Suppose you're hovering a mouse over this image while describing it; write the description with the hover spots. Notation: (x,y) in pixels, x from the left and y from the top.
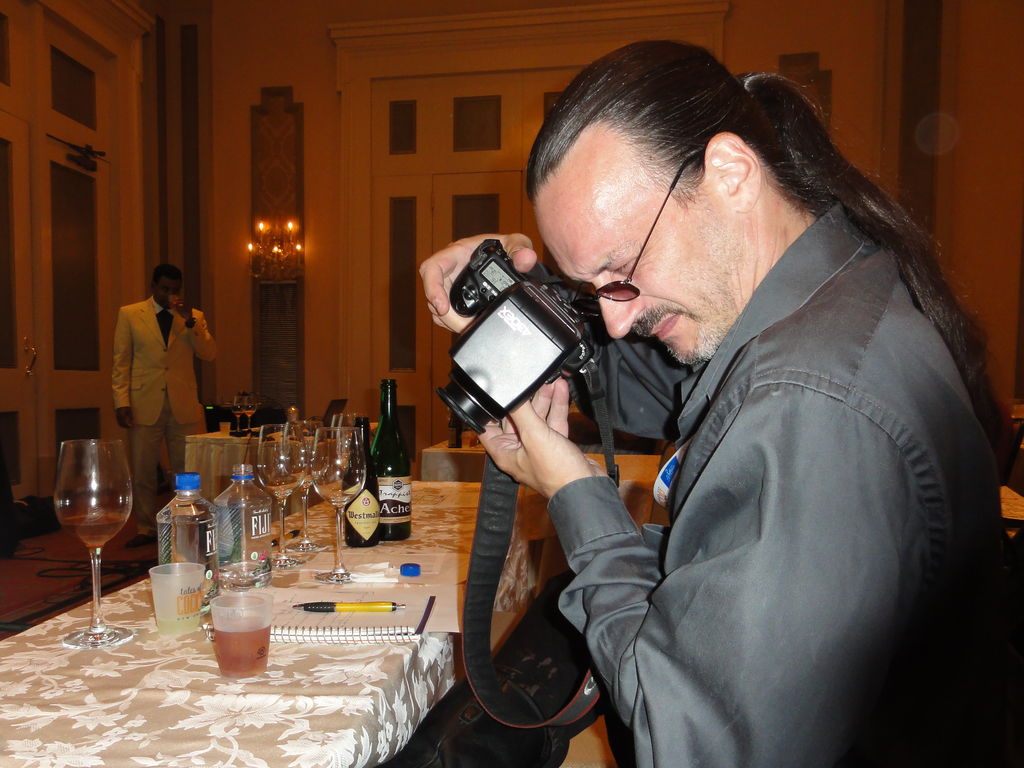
There is a man (797,465) standing holding a camera (542,346) and taking pictures. This is a table (222,735) covered with a cloth (306,718). This is a wine glass (99,570), tumbler (259,657), bottles (214,541), wine bottles (408,500), book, pen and some other objects (396,580) placed on the table (280,720). At background (148,431) I can see a man (180,369) standing. This is a lamp (282,269) attached to the wall (222,233). These are the doors (64,282), I can see a door handle (33,363).
